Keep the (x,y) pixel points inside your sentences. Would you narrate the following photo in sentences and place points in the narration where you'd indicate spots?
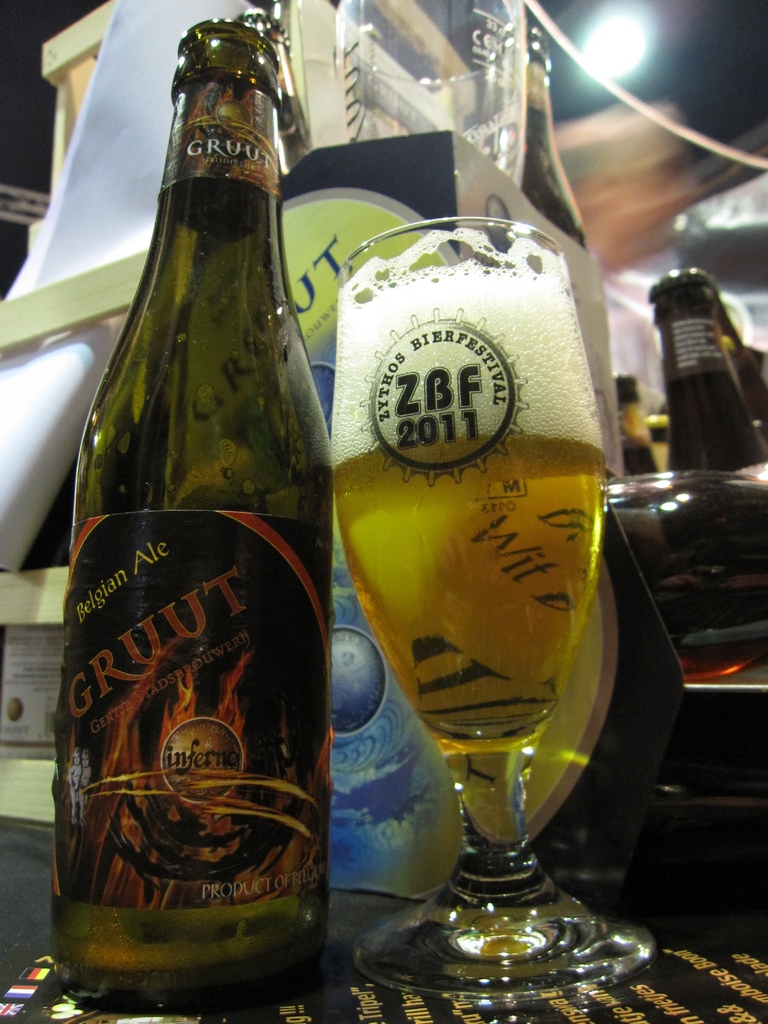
In the image we can see there is a beer bottle (276,615) and a beer glass (507,593) in which beer (504,557) is filled.
